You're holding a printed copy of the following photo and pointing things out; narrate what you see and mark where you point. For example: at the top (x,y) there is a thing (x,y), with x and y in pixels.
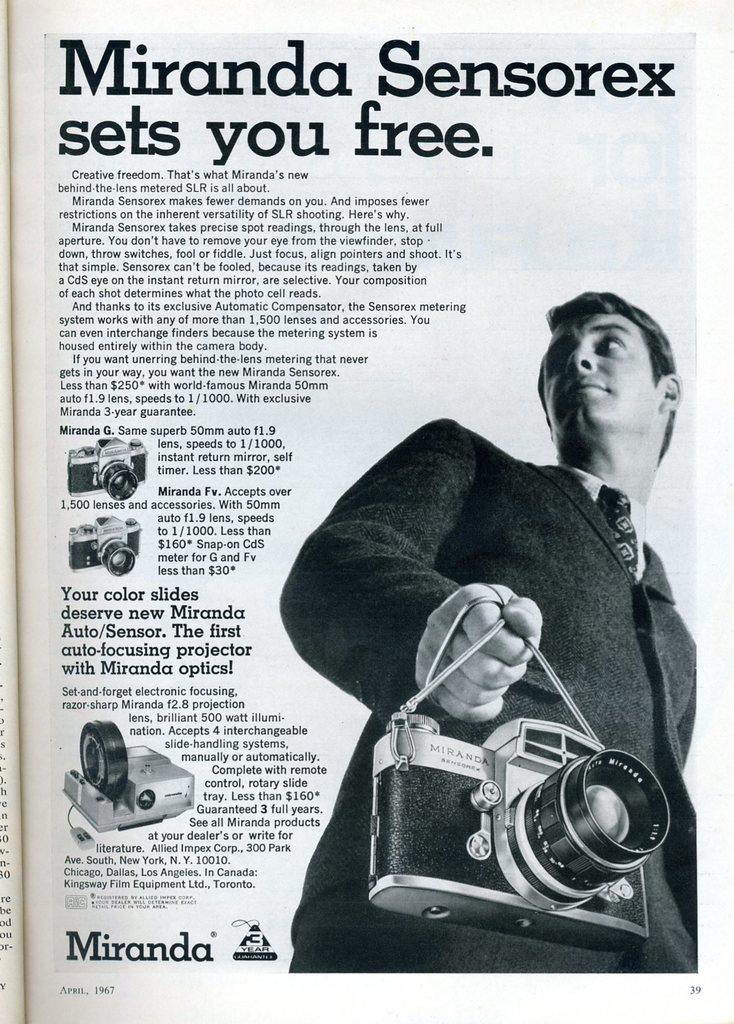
In this image I see a paper (195,451) on which there is an picture (576,386) of a man (512,484) who is holding a camera (555,904) and I see words (226,171) and numbers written on it and I see pictures (87,466) of cameras (101,524).
